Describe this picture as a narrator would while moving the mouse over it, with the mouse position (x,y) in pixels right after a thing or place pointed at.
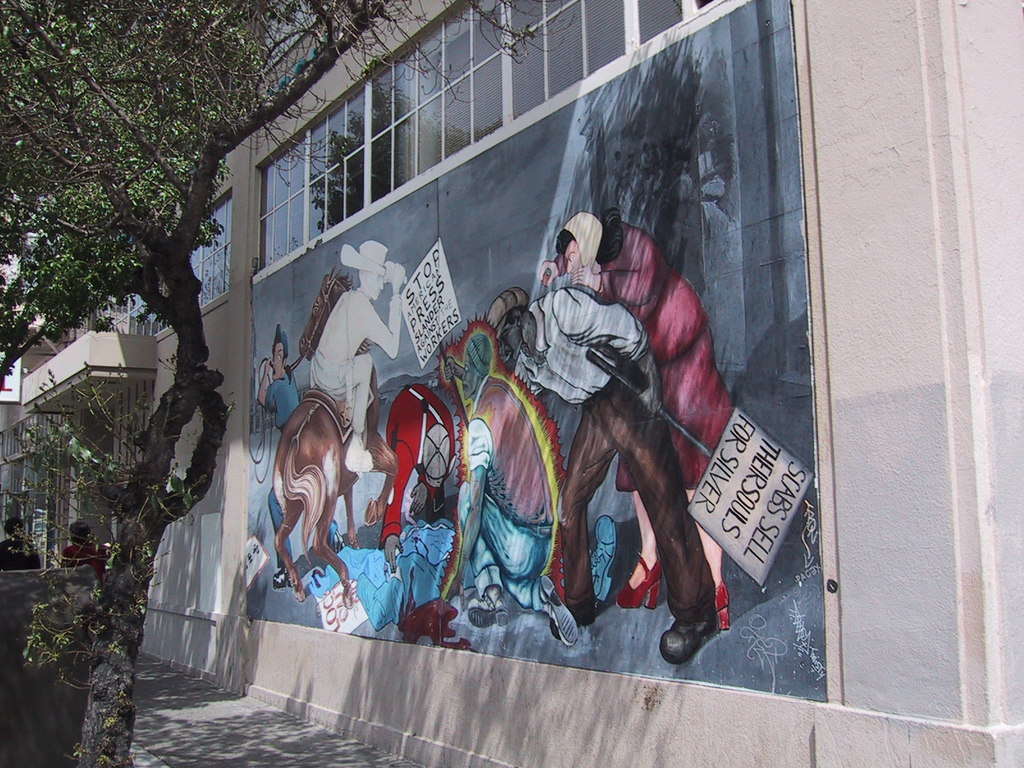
There is a tree (96,695) and painting (338,509) on the wall (901,703) in the foreground area of the image (264,385).
